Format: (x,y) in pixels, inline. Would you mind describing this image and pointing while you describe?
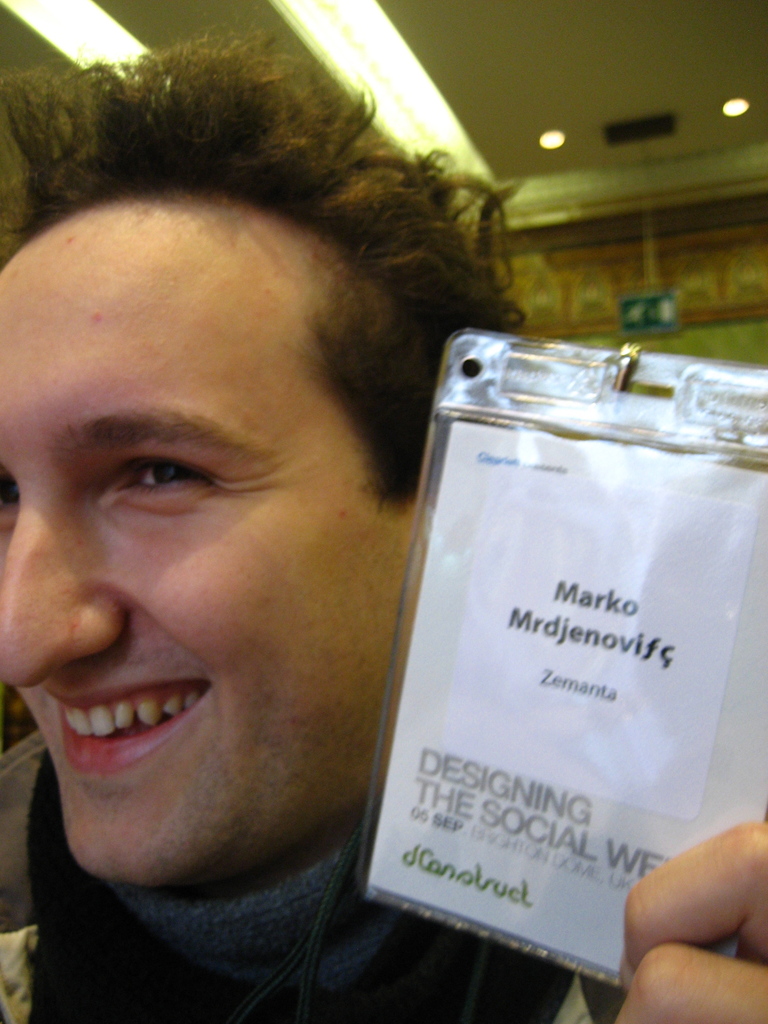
In this image, we can see a person (317,819) holding an object (658,728) with some text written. In the background (740,263), we can see the wall (696,267) and a board (661,301). We can also see the roof (610,87) with some lights (330,18).
